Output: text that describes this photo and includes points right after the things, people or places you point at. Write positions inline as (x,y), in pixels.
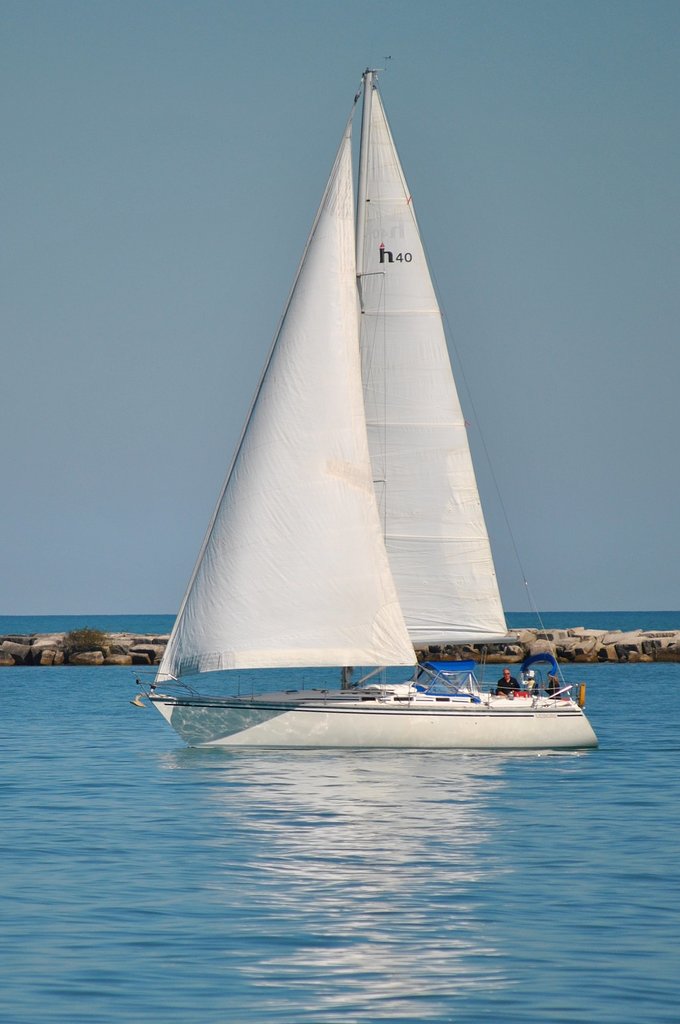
In the middle (412,575) I can see a boat (449,701) in the water (441,787) and three persons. In the background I can see stones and the sky (258,355). This image is taken, may be in the ocean (289,678).
